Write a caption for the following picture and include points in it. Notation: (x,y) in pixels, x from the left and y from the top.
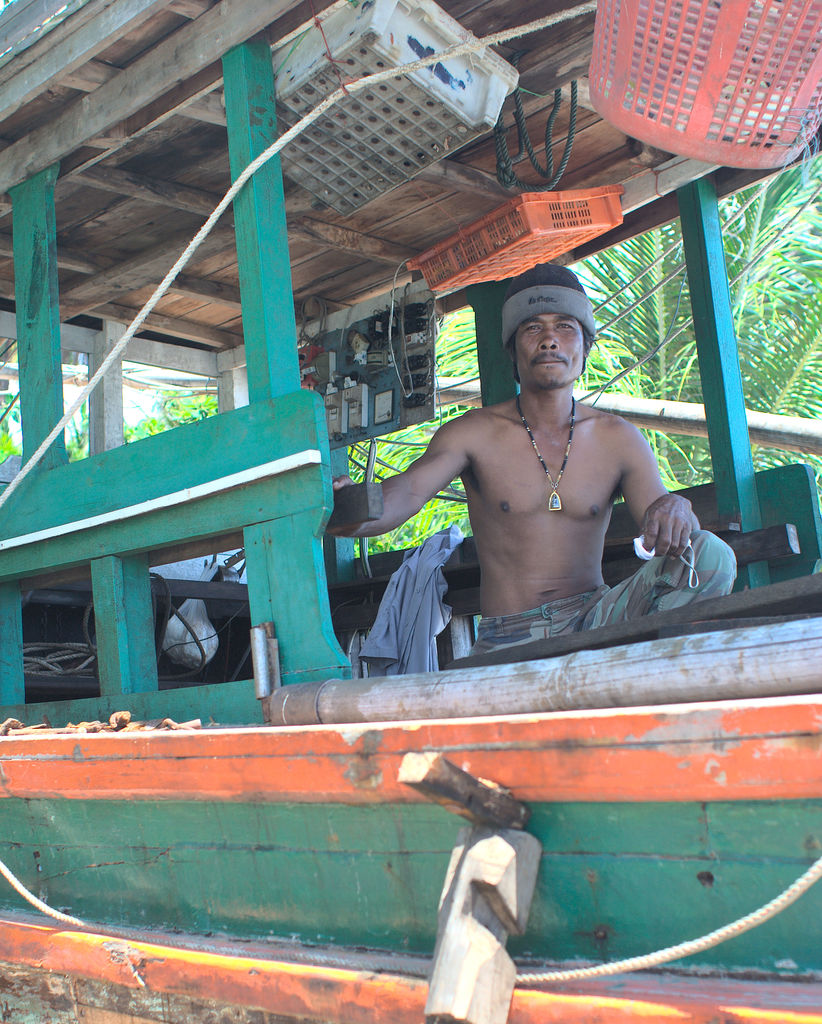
Here in this picture we can see a man (488,603) sitting in a boat (337,770) and we can see he is wearing cap (566,277) and in that boat (226,823) we can see some clothes (400,622) and at the top (443,288) we can see some bins (418,110) present and behind that we can see plants (689,483) and trees (657,368) present.
